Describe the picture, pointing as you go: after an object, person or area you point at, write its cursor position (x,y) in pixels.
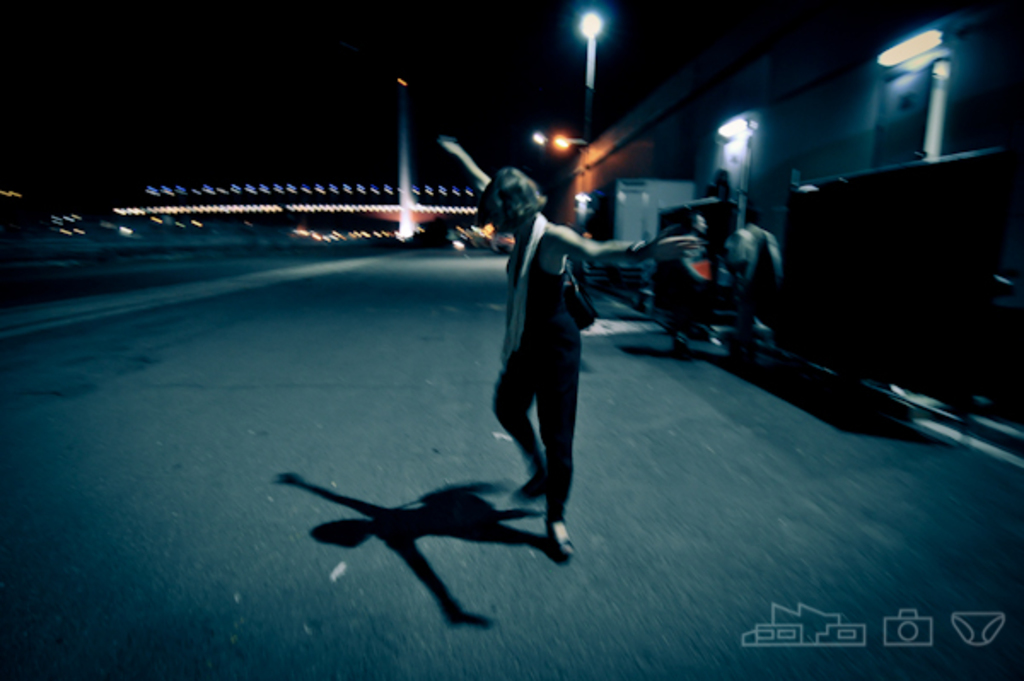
A person (521,229) is dancing on the road (377,448). Background (787,56) there are lights poles (415,186), buildings (699,101), people (719,181) and vehicle (673,202). Right side (985,633) bottom of the image (860,641) there are logos (830,638).
